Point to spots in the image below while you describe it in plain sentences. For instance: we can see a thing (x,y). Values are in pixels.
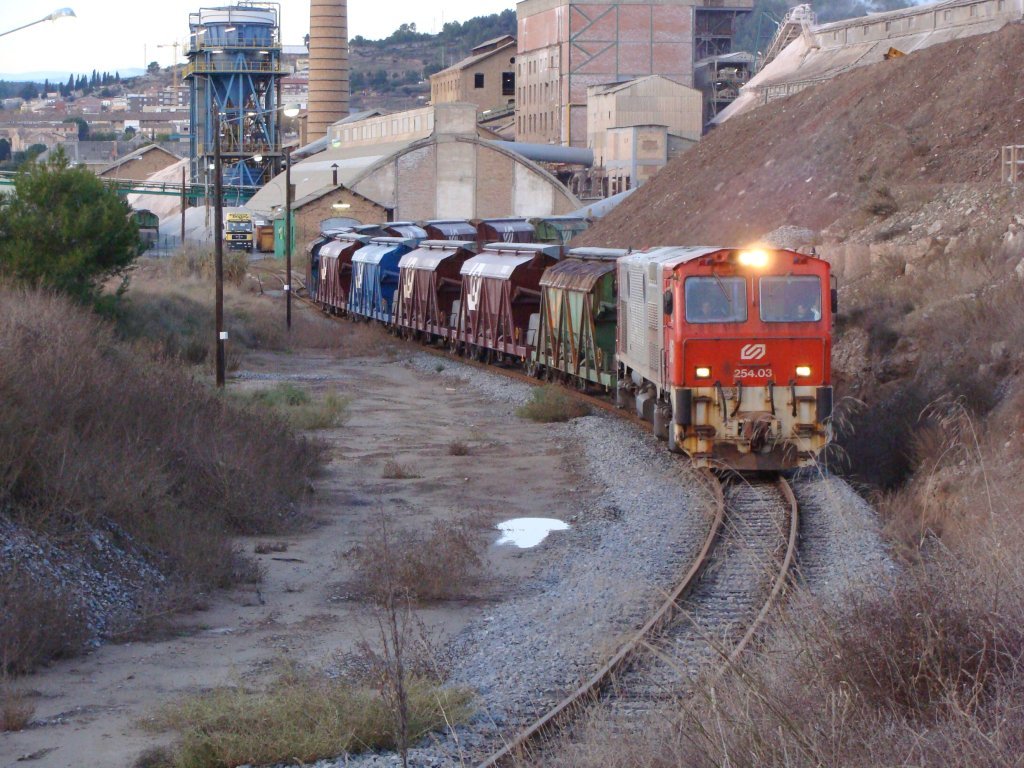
In this image there is the sky (376,29) towards the top of the image (119,38), there are trees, there are buildings (389,131), there are objects (322,62) towards the top of the image (331,89), there are vehicles (246,228), there is a train (571,345), there is a railway track (718,566), there are stones (583,548) on the ground (518,441), there are plants (58,211) towards the left of the image (60,247), there are plants (872,687) towards the bottom of the image (864,718), there is soil (908,241) towards the right of the image (822,142), there is a pipe (574,158), there are poles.
